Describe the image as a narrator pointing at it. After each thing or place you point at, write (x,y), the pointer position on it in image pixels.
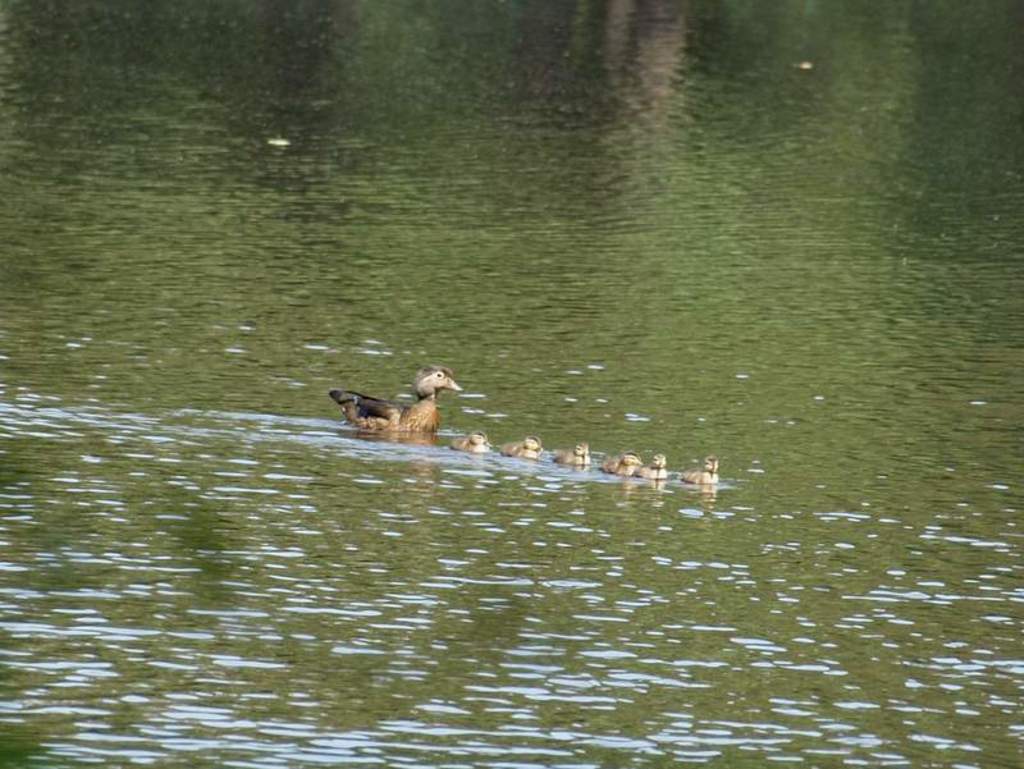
In the center of the image (423,420) we can see a few birds (469,438) in the water (423,476). And we can see birds (406,422) are in black and brown color. In the background (546,228) we can see water (546,228).
